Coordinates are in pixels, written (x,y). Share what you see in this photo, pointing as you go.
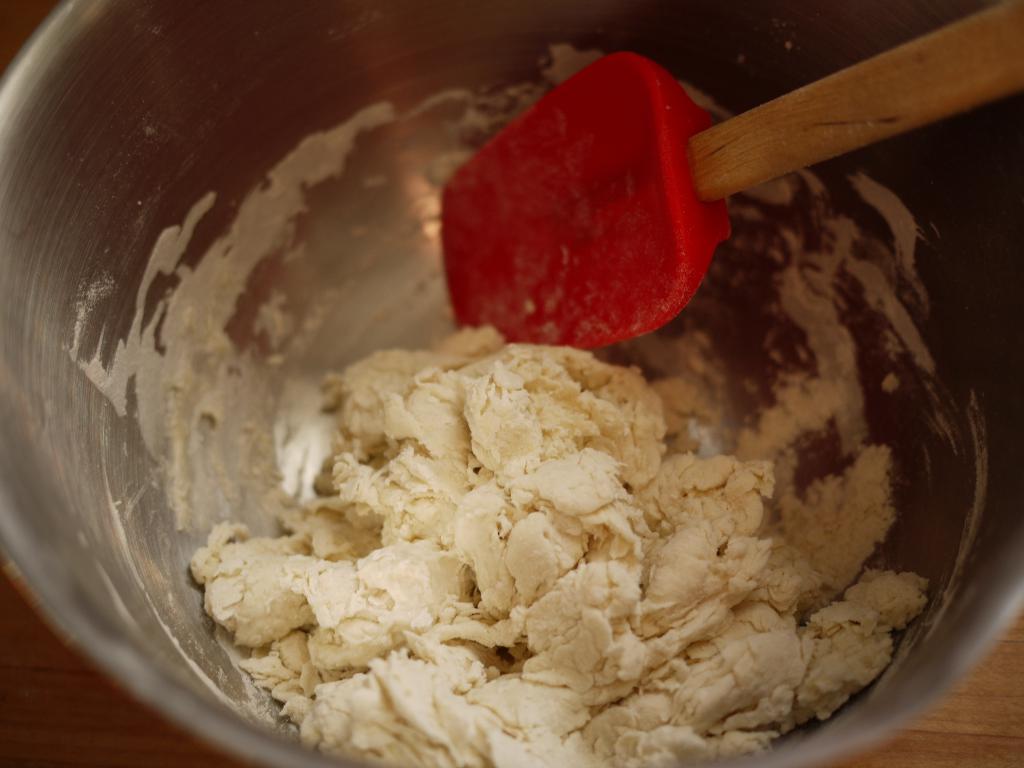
In this picture we can see the bread dough (440,536) in a bowl (10,288) mixed using a spatula (531,322).
